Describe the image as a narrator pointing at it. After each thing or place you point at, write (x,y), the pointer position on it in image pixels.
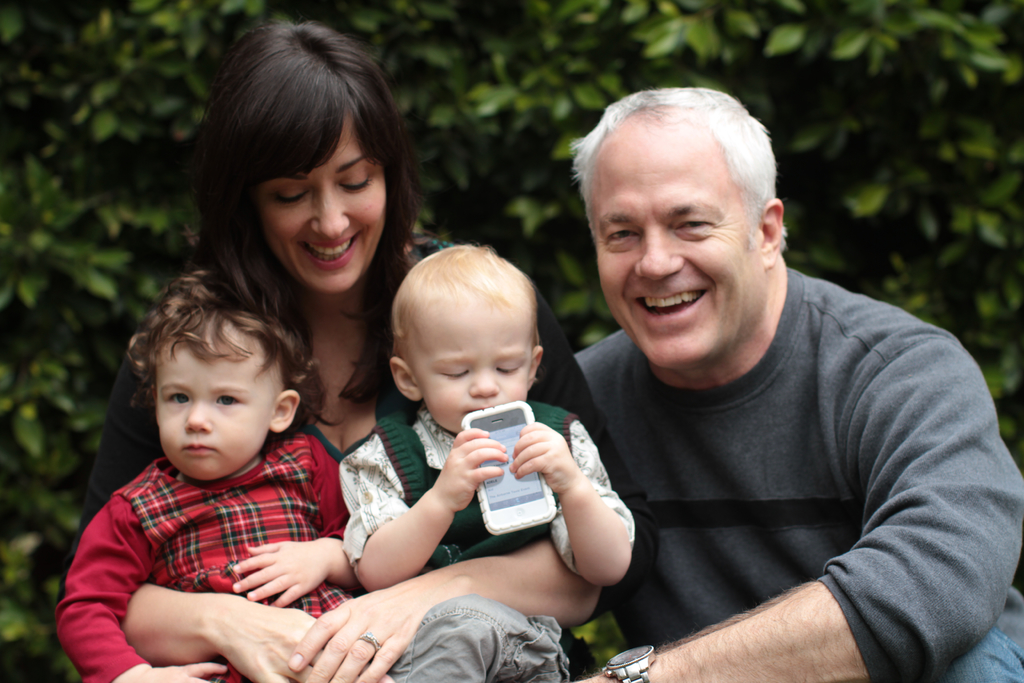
In this picture I can observe a man (715,396) and a woman (323,270). Both of them are smiling. There are two kids (307,500) in the hands (349,616) of a woman (449,574). In the background (525,114) I can observe trees (507,111).
